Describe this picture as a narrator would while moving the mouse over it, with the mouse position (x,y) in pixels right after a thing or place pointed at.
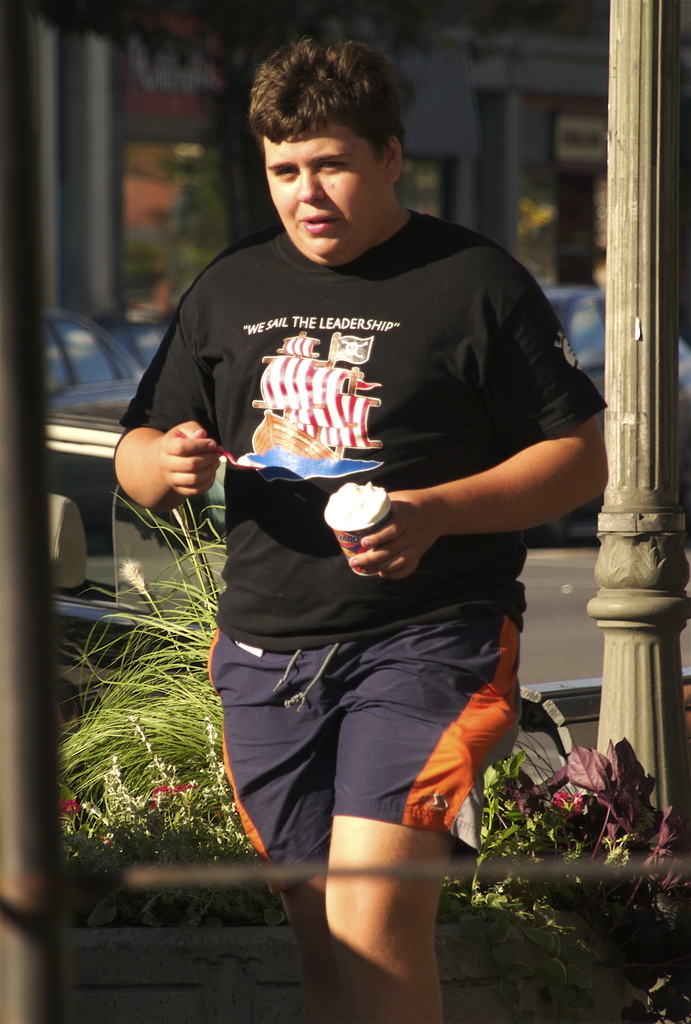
In this image I can see the person (329,409) holding some object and the person (408,464) is wearing black color shirt (282,432). In the background (90,782) I can see few plants (147,624) in green color and I can also see few flowers (229,826) and I can see the building (479,113).
